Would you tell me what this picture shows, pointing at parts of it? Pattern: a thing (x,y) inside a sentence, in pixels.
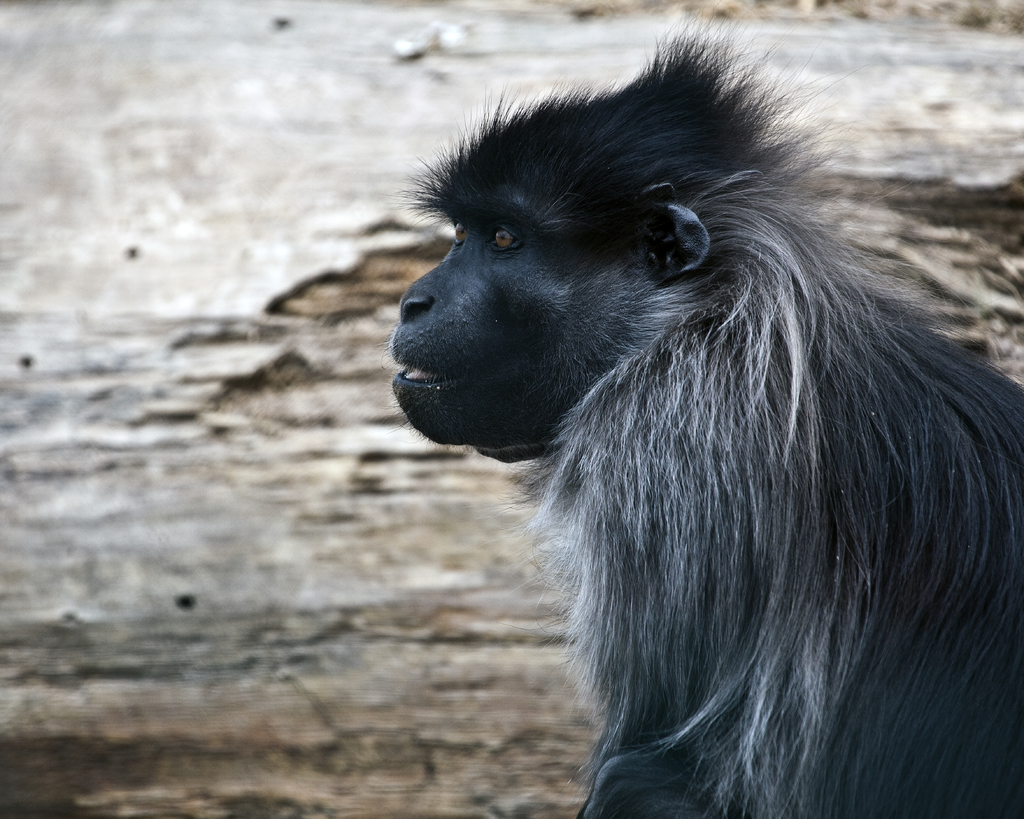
In this picture we can see an animal (753,99). In the background of the image (247,123) it is blurry.
